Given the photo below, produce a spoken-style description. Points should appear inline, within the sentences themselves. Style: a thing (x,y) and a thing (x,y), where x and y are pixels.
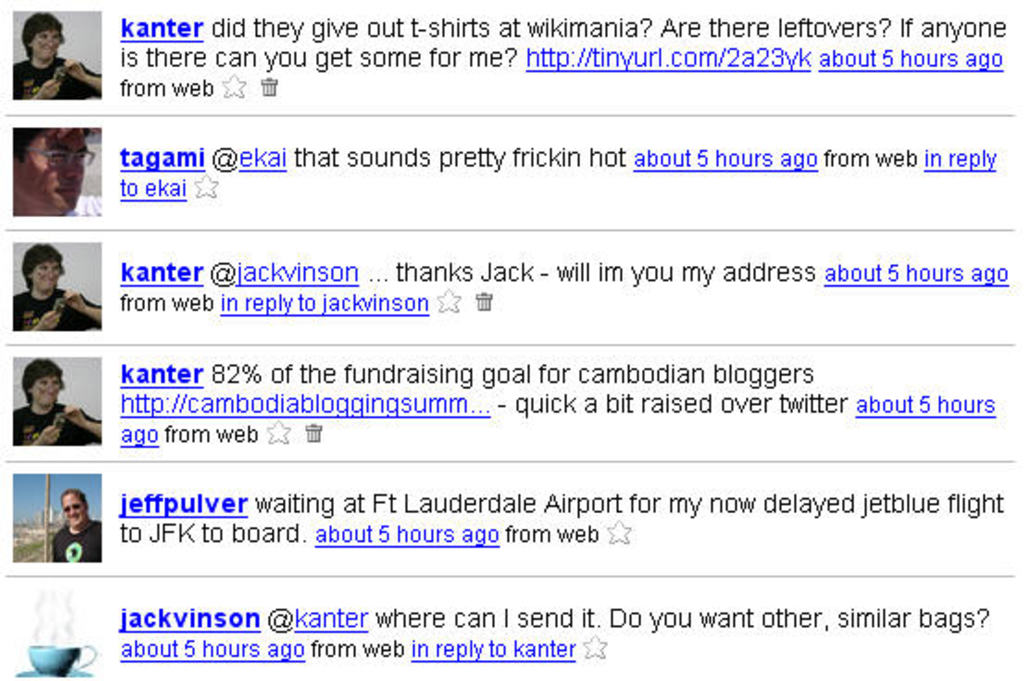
In this picture we can see a screenshot (220,259) of the twitter account (132,303). On the left side (89,49) see some profile photos (70,60) from the people (51,438).
